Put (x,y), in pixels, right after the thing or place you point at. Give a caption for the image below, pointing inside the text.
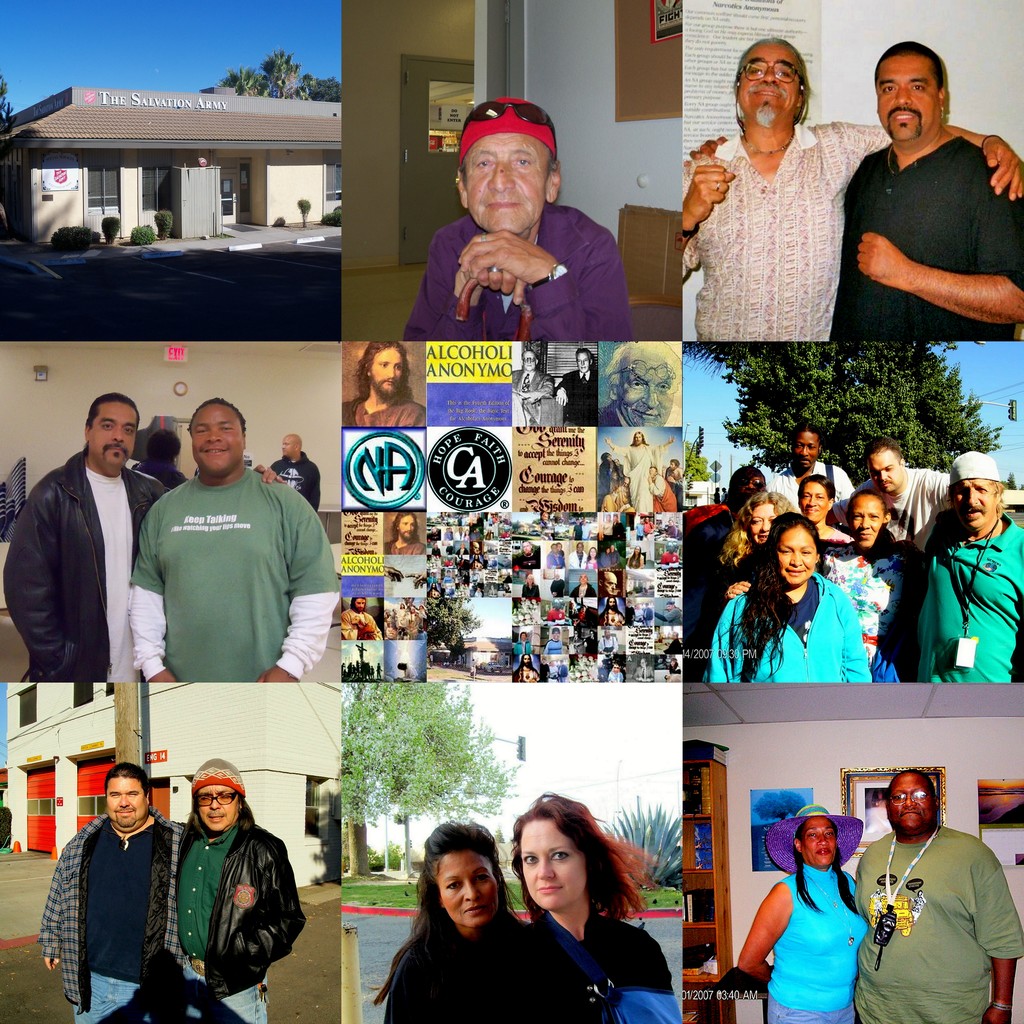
This is a collage picture. In this picture we can see the people (50,961), sky (540,761), trees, buildings (249,199), frames (942,781) on the wall (964,747), traffic signals (987,403), boards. In the middle portion of the picture (539,680) we can see posters (454,469) and we can see images of people (606,650).
